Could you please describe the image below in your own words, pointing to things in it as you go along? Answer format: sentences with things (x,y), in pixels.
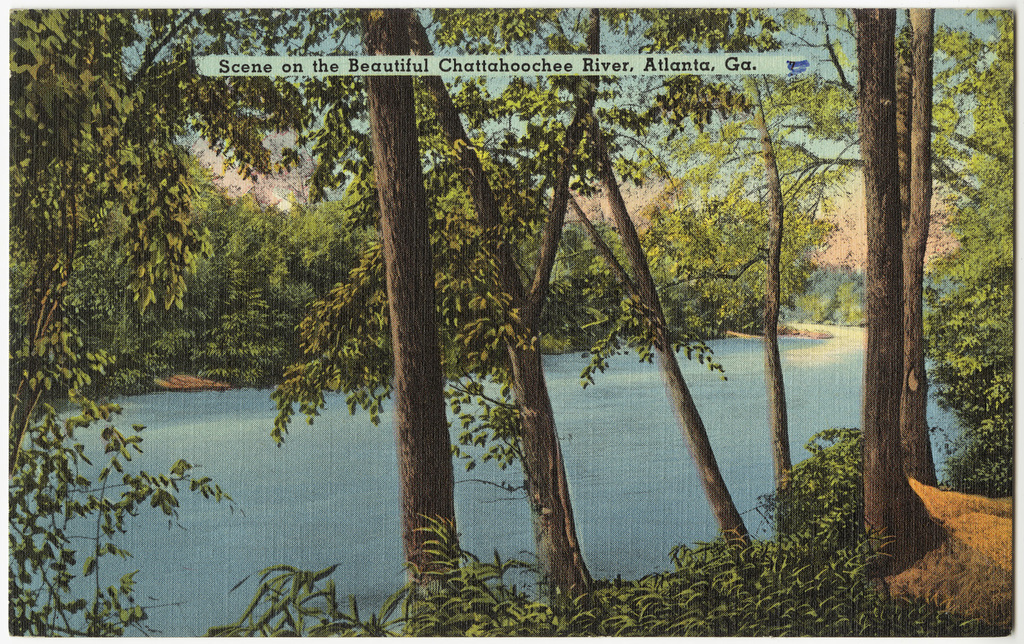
This image looks like a poster. These are the trees (435,370) with branches (74,236) and leaves (45,379). This looks like a river (295,479) with the water (301,467) flowing. I think this is the quotation (378,65) on the poster.
